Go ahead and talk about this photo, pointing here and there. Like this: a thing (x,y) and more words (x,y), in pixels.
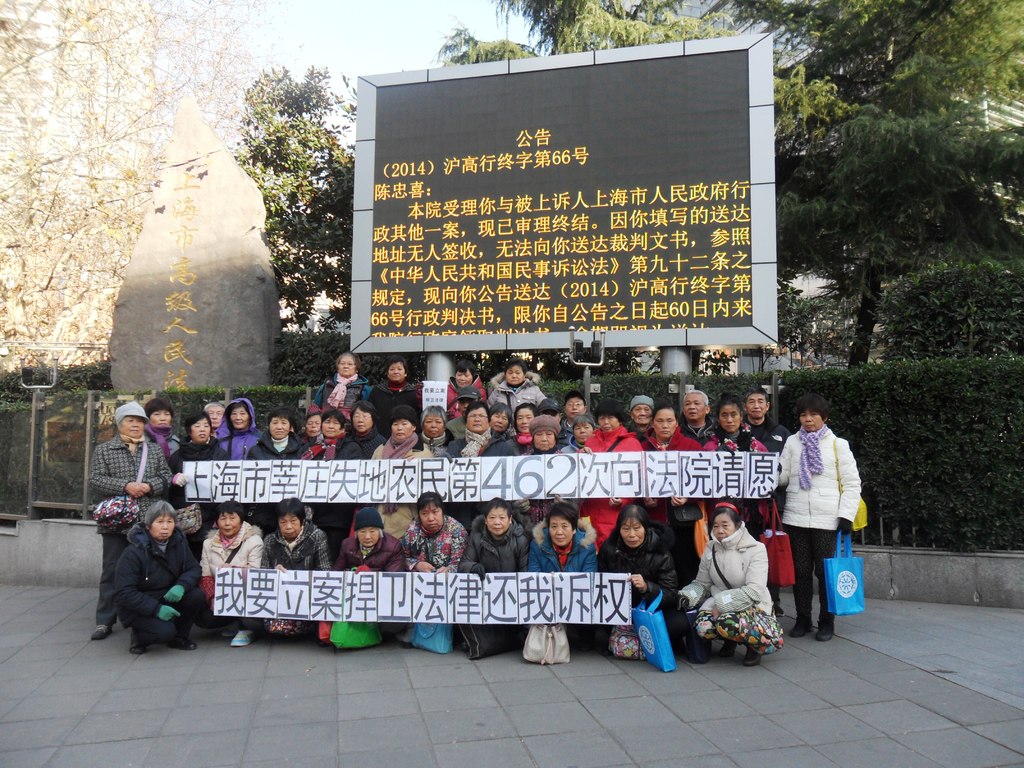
In this image, we can see a group of people (645,522). Few are holding some bags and boards (736,497). Background (991,500) we can see plants (995,470), trees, rod (590,376), poles (433,360), big stone (217,352) here. At the bottom (588,725), there is a platform (569,721). Top of the image (480,196), we can see a digital screen (557,189) and sky (433,59), few trees (999,136).
